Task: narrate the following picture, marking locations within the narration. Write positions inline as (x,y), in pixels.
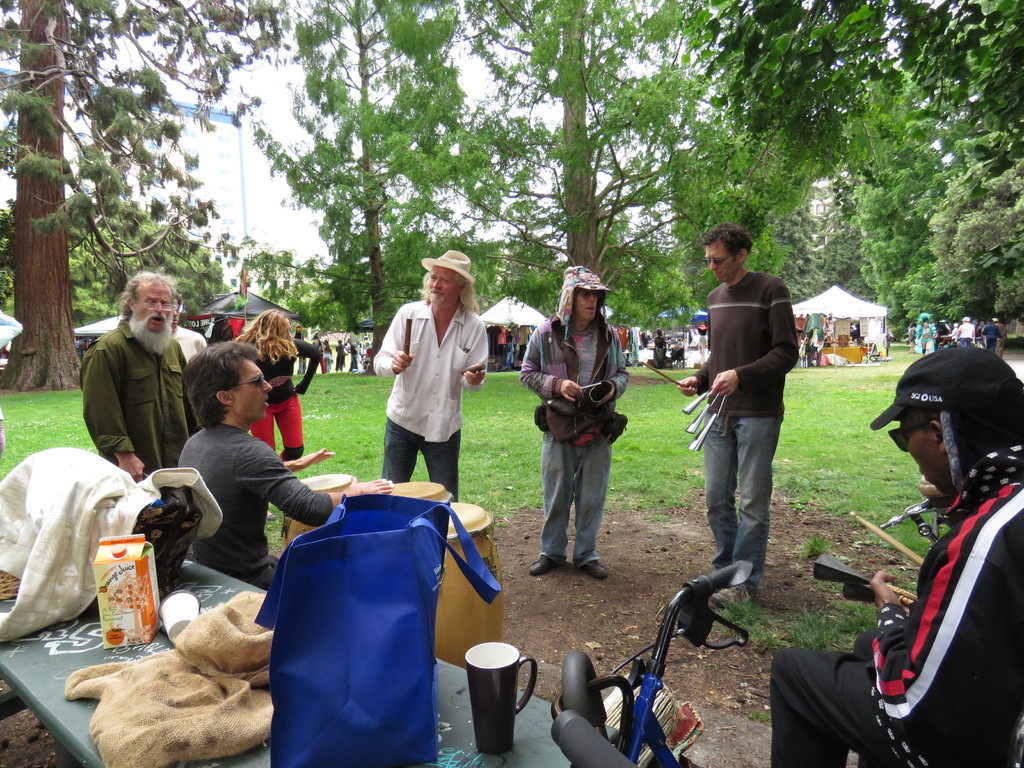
This image consists of many people (940,564). In the front (244,486), we can see a man (294,486) playing drums (487,545). On the right (714,338), the three men (738,349) are holding musical instruments (712,419). On the left (77,714), there is a table (57,710) on which there are cups (530,690) and bags (434,680). At the bottom (657,752), there is a cycle (635,753). In the background (557,223), there are many trees (635,263) and tents (233,297). And we can see many people (799,330) near the tents (497,357). At the bottom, there is green grass (669,496) on the ground (647,489). At the top (246,153), there is sky (249,180).
